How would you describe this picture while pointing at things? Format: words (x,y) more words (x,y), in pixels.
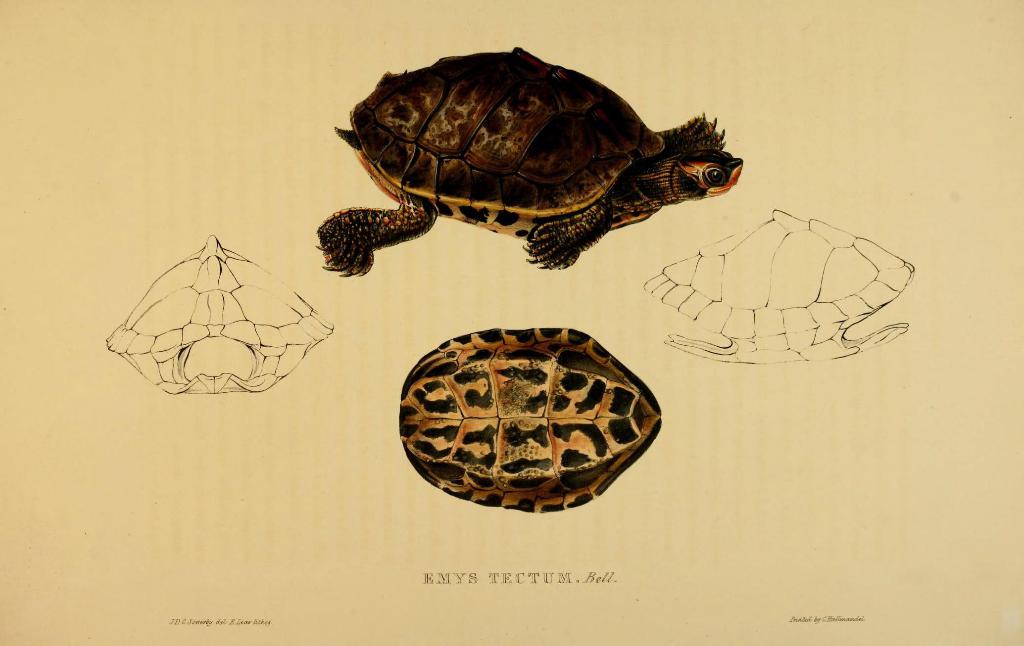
In this image on a paper (471,331) there are paintings (458,181) of tortoise (517,184).
